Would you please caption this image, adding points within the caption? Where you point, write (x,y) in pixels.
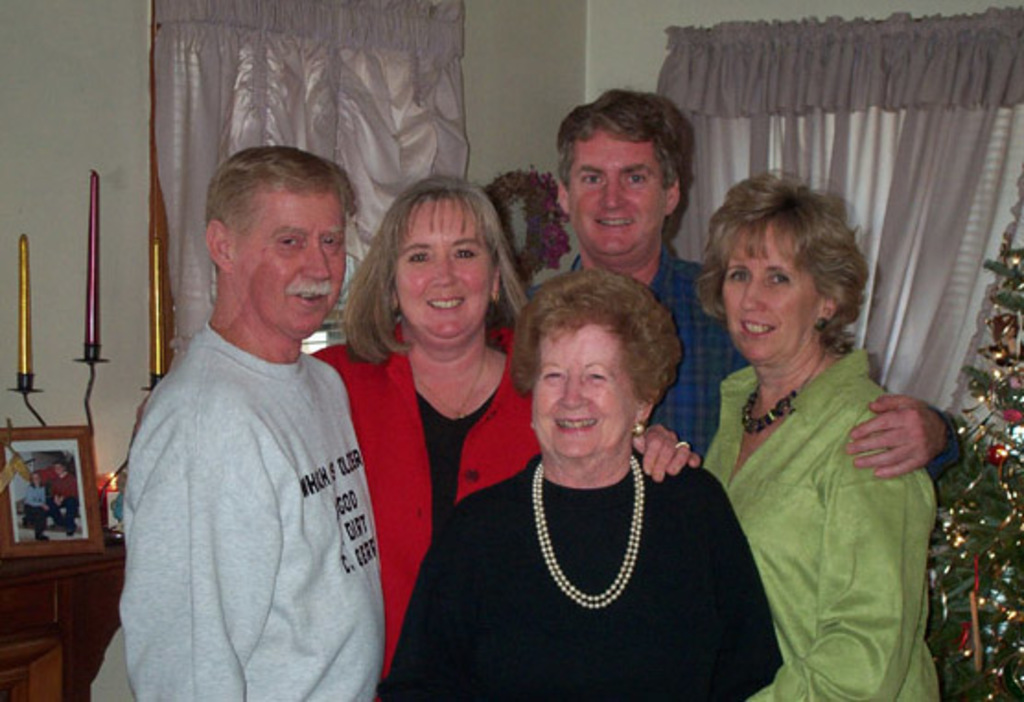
In this image we can see few persons (382,294) and on the left side (42,484) we can see a photo frame (52,455) and candles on a stand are on a table (49,593) and on the right side (1002,341) we can see decorative lights (1002,596) and objects (1009,352) on a plant (997,508). In the background (38,70) we can see the wall (44,60) and curtains (736,69).
